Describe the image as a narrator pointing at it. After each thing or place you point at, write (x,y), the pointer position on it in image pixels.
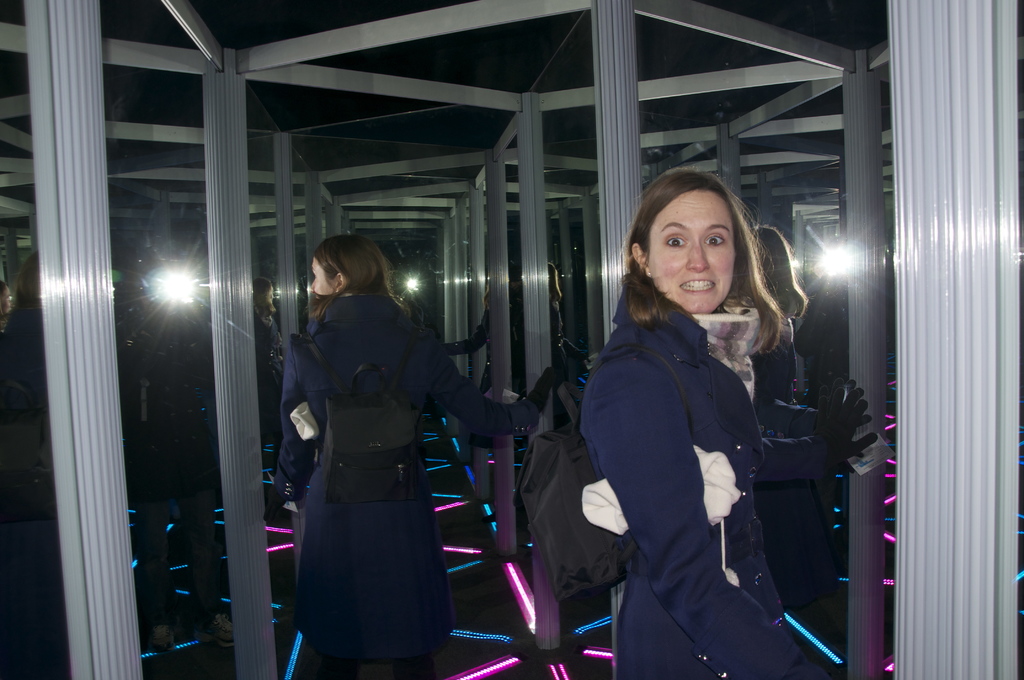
In this image there is a person (756,620) in the foreground (748,404). There are mirrors (352,236) in the background (449,645).
